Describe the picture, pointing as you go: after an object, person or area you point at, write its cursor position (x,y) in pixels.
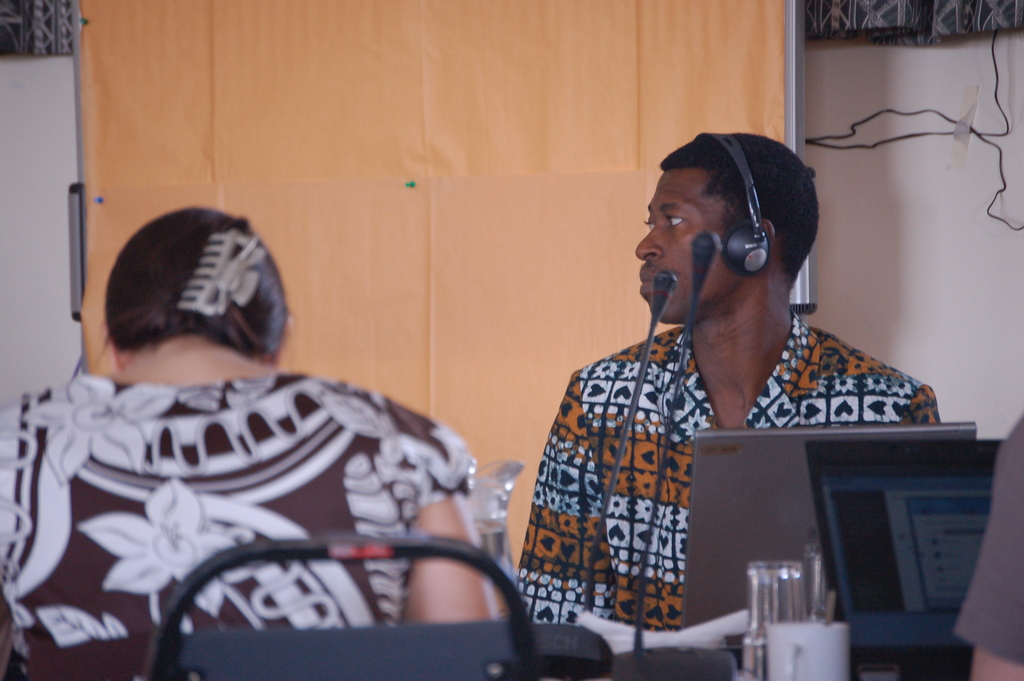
In this image I can see a person (710,336) wearing different color dress (663,357) and a headset (751,247). In front I can see few mics (711,248), system (751,466), cup (838,643) and few objects (749,597) on the tables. I can see a person (211,465) is sitting. Back I can see an orange board (543,132) and white background (932,199).
